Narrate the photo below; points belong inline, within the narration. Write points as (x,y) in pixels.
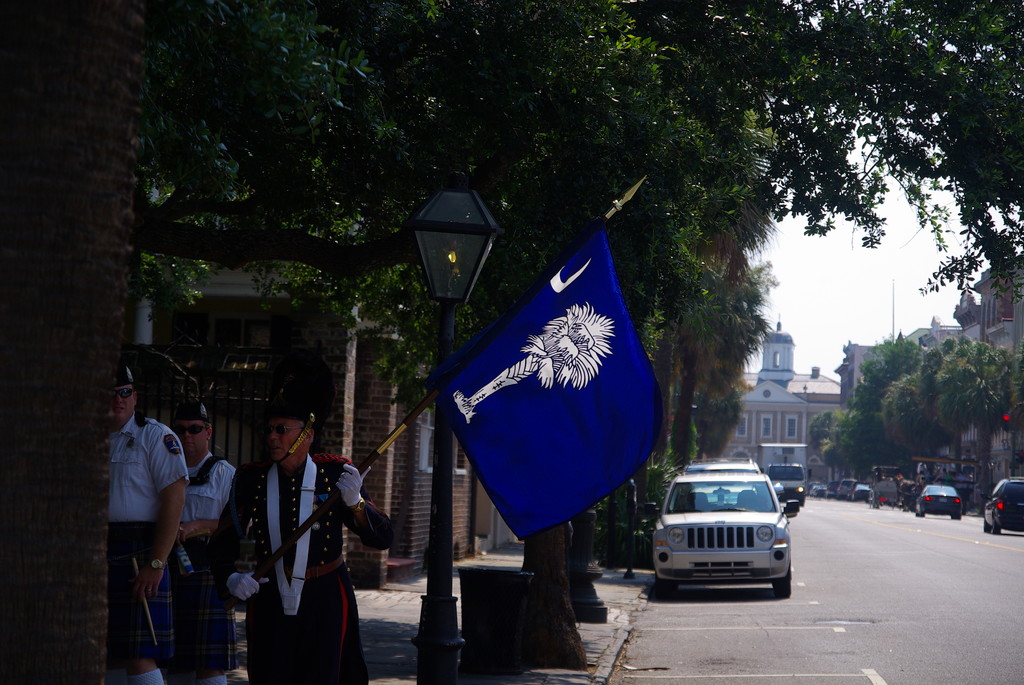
In this image there is the sky (862,246), there are buildings (1001,334) truncated towards the right of the image (1012,325), there are trees (909,408) truncated towards the right of the image (970,377), there is road (945,570), there are vehicles (776,492) on the road (943,590), there is a car (1017,508) truncated towards the right of the image (1005,501), there is a pole (441,591), there is a streetlight (457,241), there are three persons (215,534), there are persons (195,590) holding objects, there is a flag (563,386), there are objects (498,615) on the ground (490,563), there are trees (621,69) truncated at the top of the image (523,72), there is a tree trunk (86,126) truncated towards the left of the image (58,383).
